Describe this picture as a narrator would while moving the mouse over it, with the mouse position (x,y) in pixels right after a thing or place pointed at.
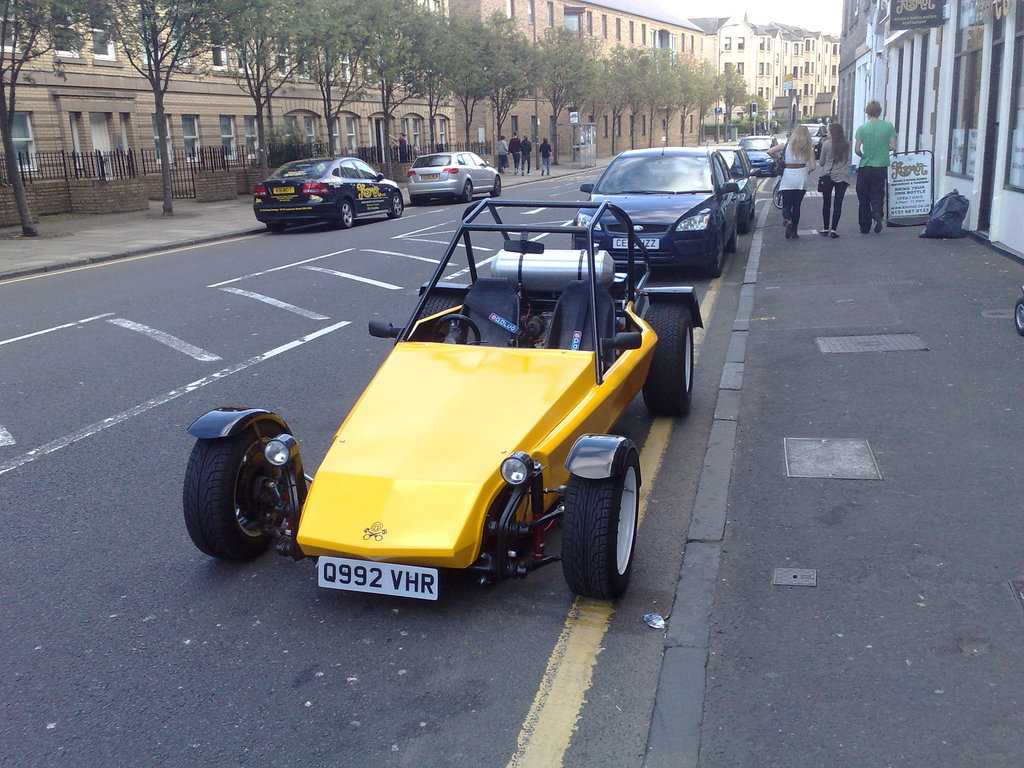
This image is clicked outside. There are buildings (117,93) at the top (136,100). There are trees (439,82) at the top (173,47). There are so many cars (452,182) in the middle (458,307). There are some persons (788,159) on the right side (770,150).
